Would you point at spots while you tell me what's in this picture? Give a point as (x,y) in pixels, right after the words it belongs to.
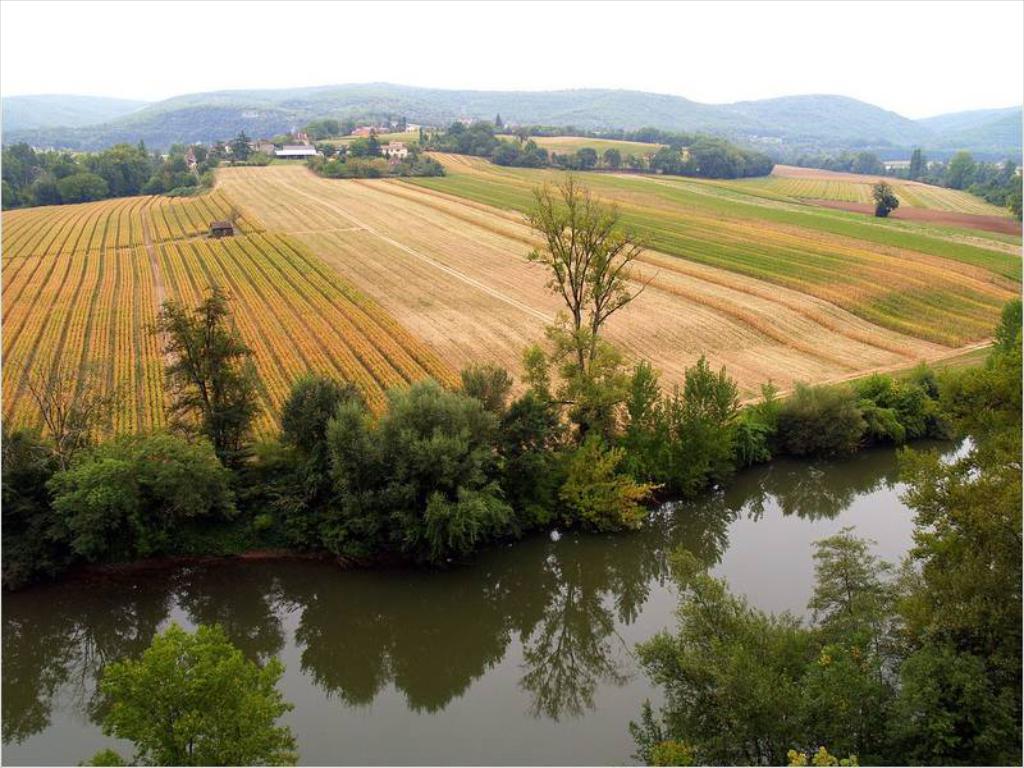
This is the picture of a place where we have a field (5,348) and around there are some plants (426,513), trees (505,528), grass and some water (408,756) to the side.
